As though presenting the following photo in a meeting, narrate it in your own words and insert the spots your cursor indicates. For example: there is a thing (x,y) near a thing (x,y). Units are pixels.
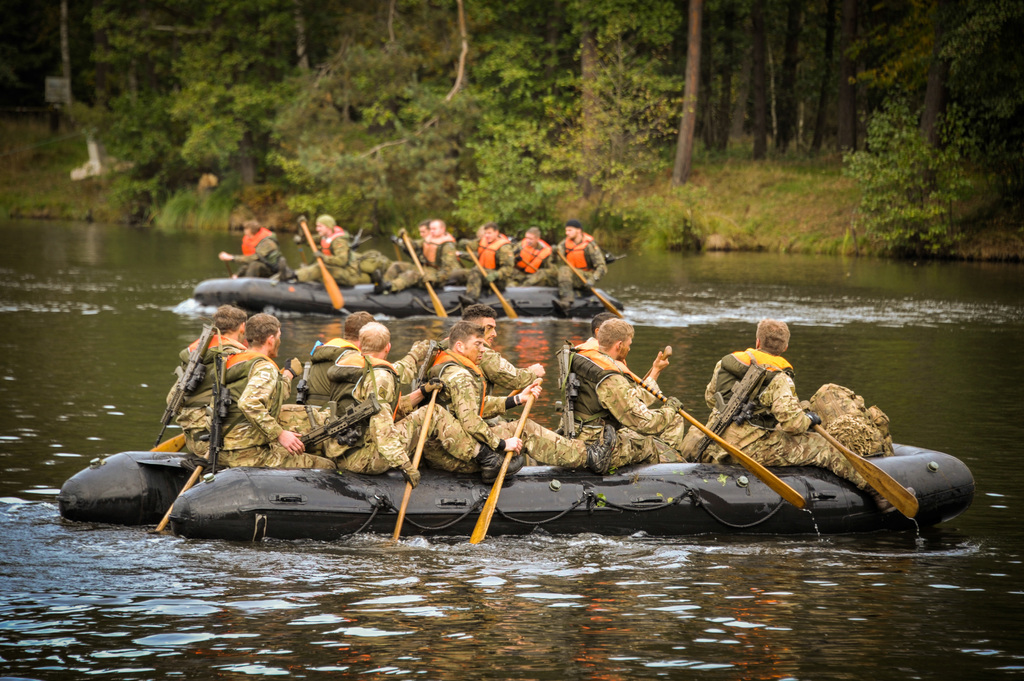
In this picture, we see the men (397,389) are riding the boats (183,526) and they are holding the paddles (518,429) in their hands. At the bottom (565,558), we see water (368,549) and this water (376,588) might be in the lake (553,349). There are trees (583,160) in the background (306,139).
